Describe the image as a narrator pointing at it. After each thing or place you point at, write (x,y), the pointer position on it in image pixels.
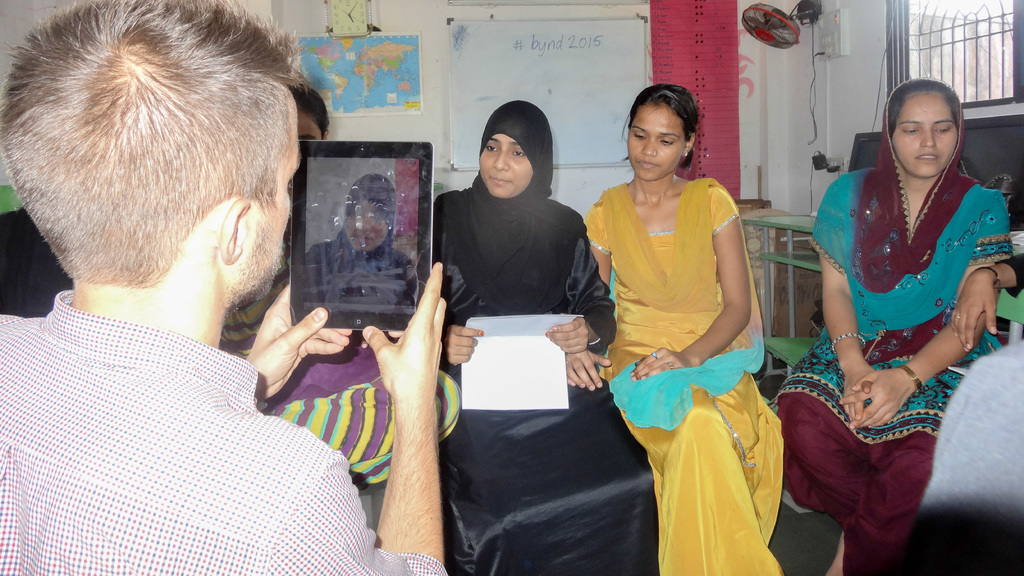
In this picture there is a person (286,212) holding the device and there are group of people (982,393) sitting. At the back (575,46) there is a board (575,46), clock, fan (764,26) and there are switch boards (833,43) on the wall (794,158) and there are computers (1022,136) on the table (812,250). On the right side of the image (927,39) there is a window (898,47).
